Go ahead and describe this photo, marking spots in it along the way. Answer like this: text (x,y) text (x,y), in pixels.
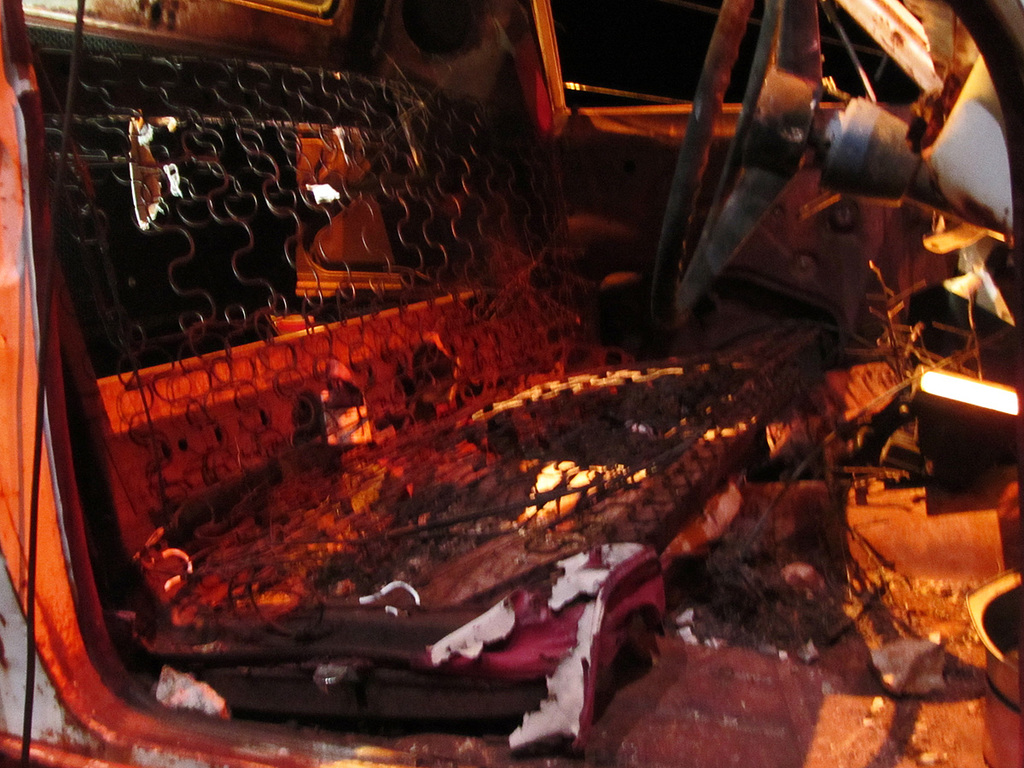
In this picture we can see an inside view of a vehicle (384,297), on the left side (182,350) there is a seat (378,527), we can see a steering (753,159) on the right side (690,242), there is a door (725,135) in the background (674,98).
